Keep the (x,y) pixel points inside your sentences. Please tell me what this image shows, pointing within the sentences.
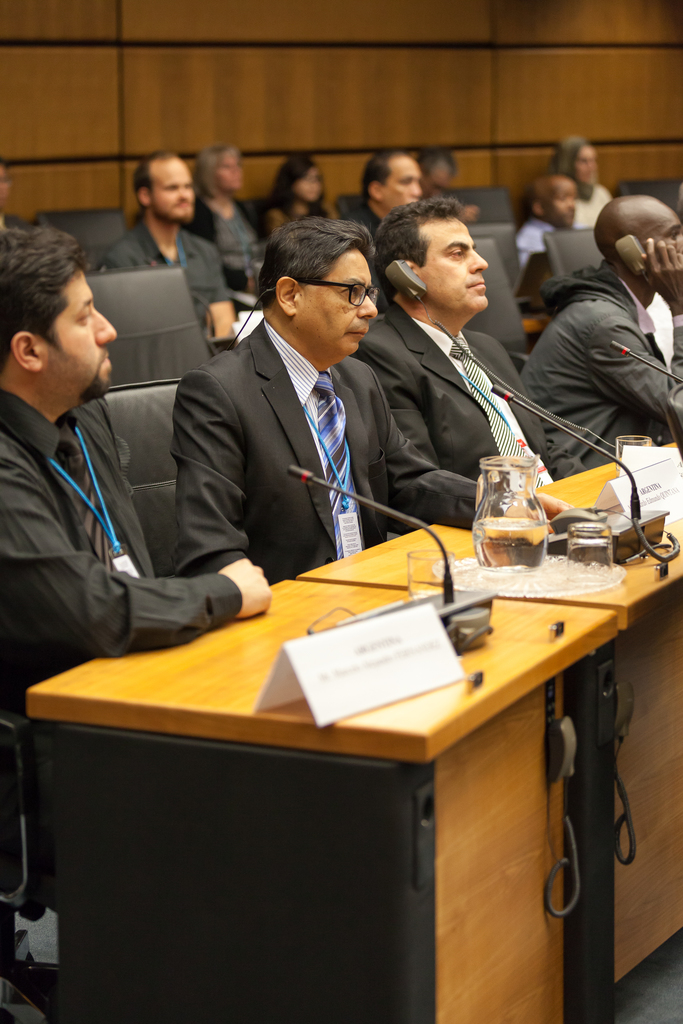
In this image there are group of people (344,406) who are sitting on a chair (165,486) in the center (428,577) there is a table (596,482) on the table (214,827) we could see some name plates (355,690), and glasses (437,589), and mikes (625,467) are there. On the background (413,94) there is a wooden wall (383,74).
